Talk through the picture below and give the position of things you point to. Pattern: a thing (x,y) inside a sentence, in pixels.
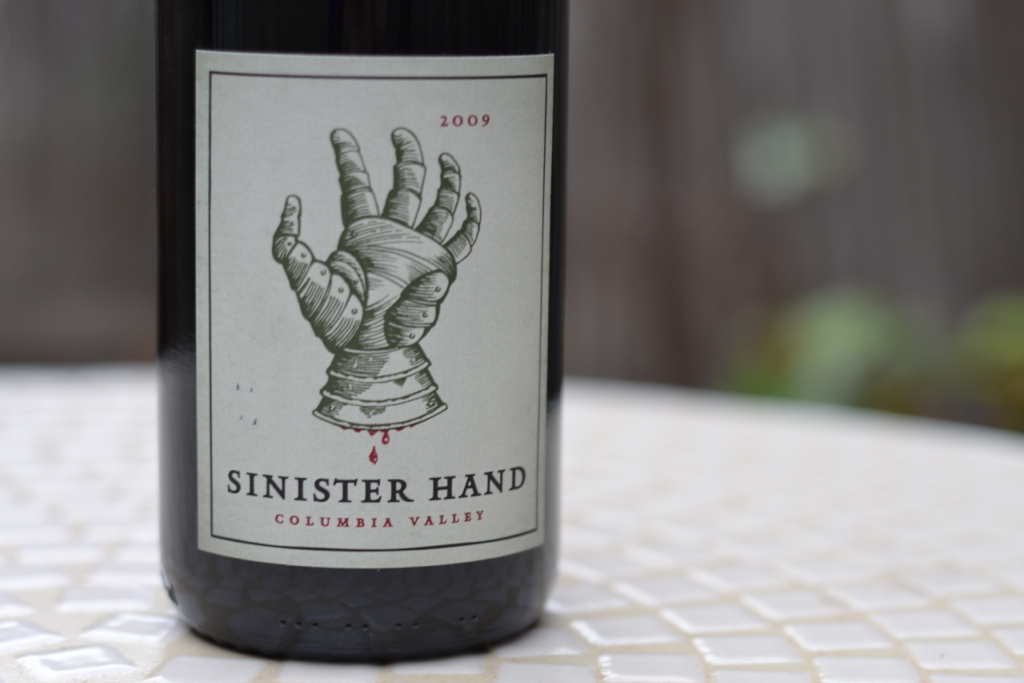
In this image there is a label (308,336) on the bottle (308,336), On the label (369,325) there is picture (392,254) of hand (335,275) and some text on it, the bottle (516,465) is on the table (565,538).
